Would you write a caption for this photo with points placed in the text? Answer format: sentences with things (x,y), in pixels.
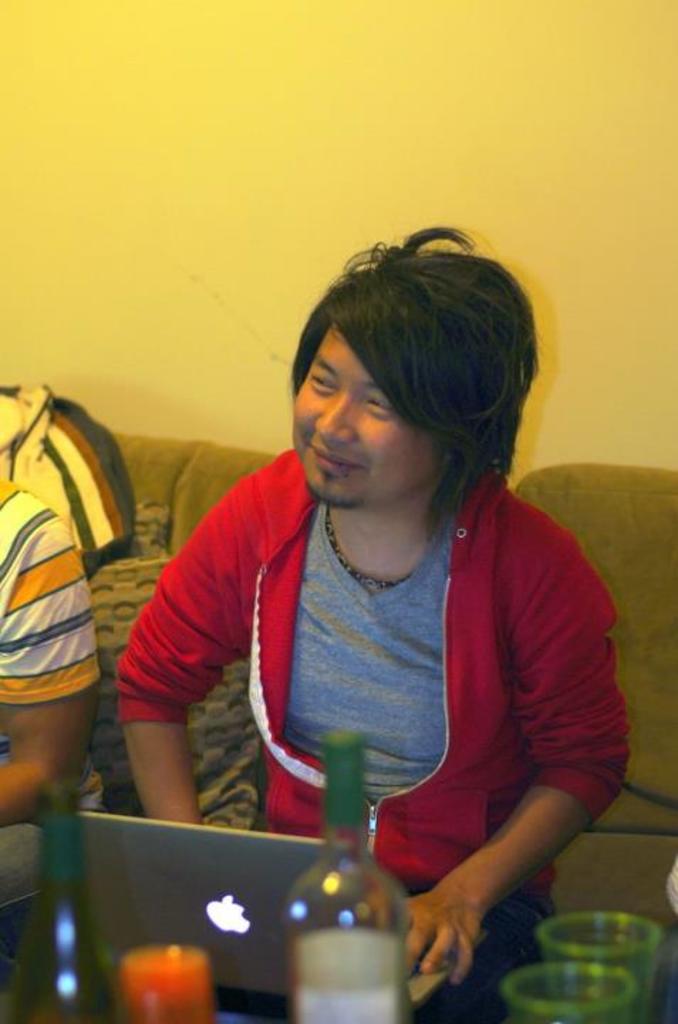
In this picture we can see there are two people (190,652) sitting on a couch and in front of the people (436,702) there is a laptop (154,867), bottles (401,919) and glasses (573,944). Behind the people (36,614) there is a wall (322,149).
